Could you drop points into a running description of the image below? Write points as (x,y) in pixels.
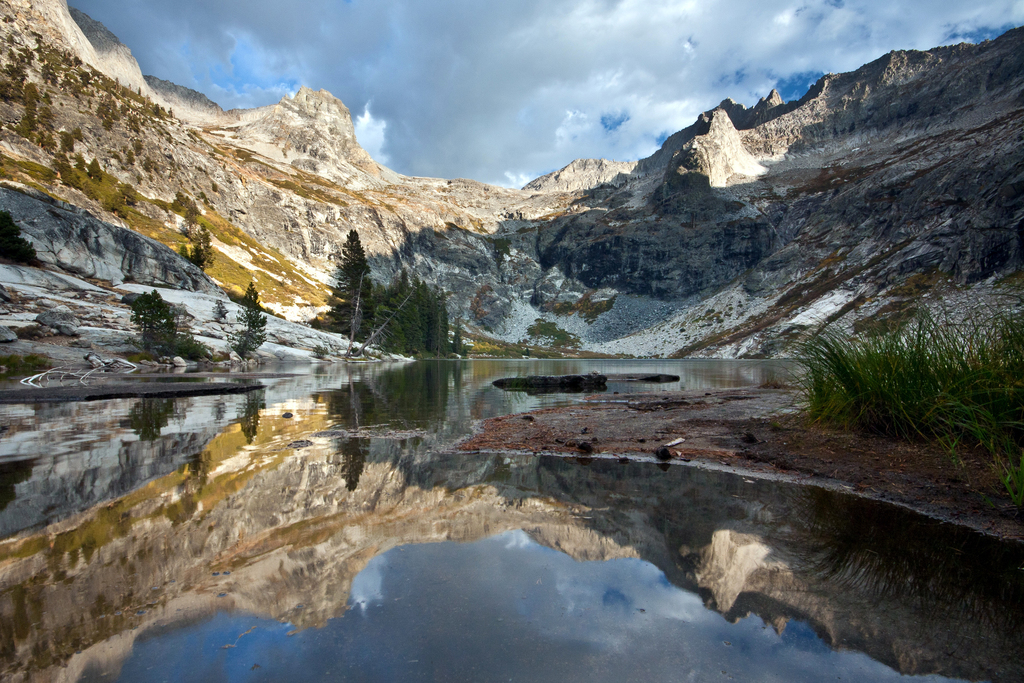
In this picture we can see there are trees (396,334), a lake (314,414), rocks (238,326) and hills (538,216). On the right side of the image (905,379) there is grass (907,353). Behind the hills (556,230) there is the cloudy sky (697,62).
